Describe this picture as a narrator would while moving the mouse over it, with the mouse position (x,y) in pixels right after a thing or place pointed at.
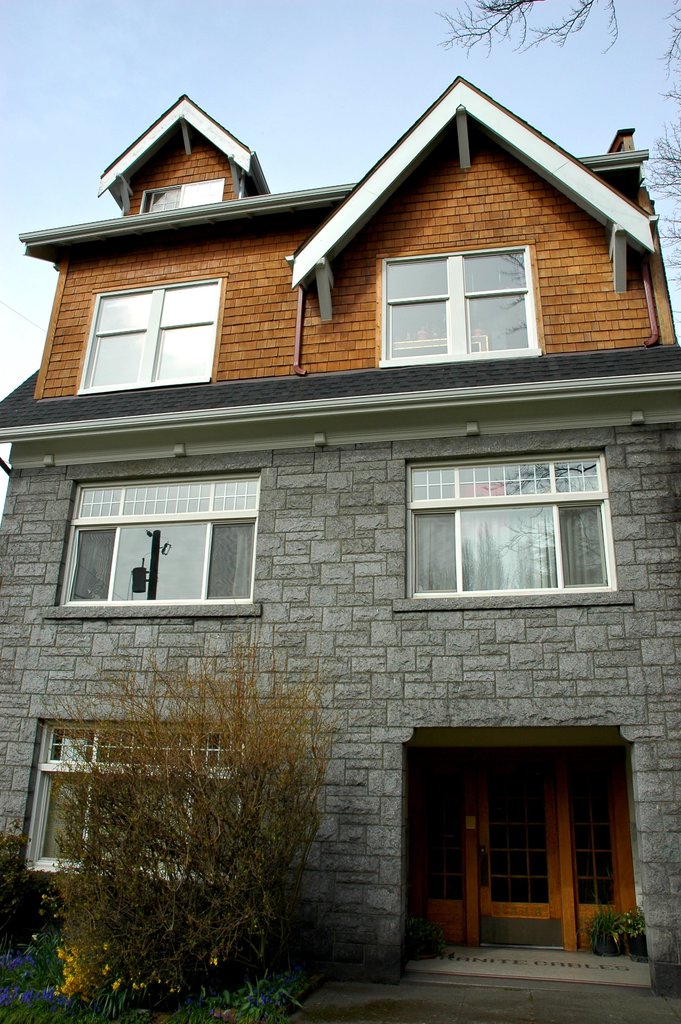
At the center of the image (303,568) there is a building (424,530), in front of the building (18,551) there are a few plants (66,920), flowers (11,989) and a tree (279,817) and on the both sides of the door (527,939), there are two plant pots (637,923). In the background (253,92) is the sky (176,64).
